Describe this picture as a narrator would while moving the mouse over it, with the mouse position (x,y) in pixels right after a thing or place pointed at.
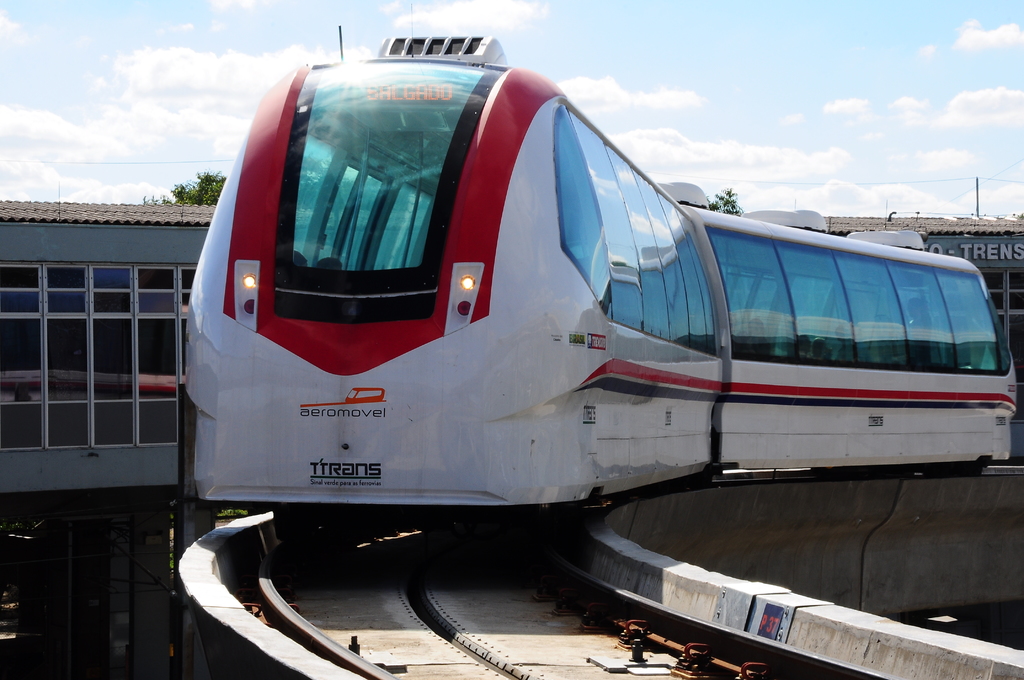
In this image we can see a locomotive (409,302) on the track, buildings (120,326), trees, name boards (992,239) and sky (802,113) with clouds (157,112).
